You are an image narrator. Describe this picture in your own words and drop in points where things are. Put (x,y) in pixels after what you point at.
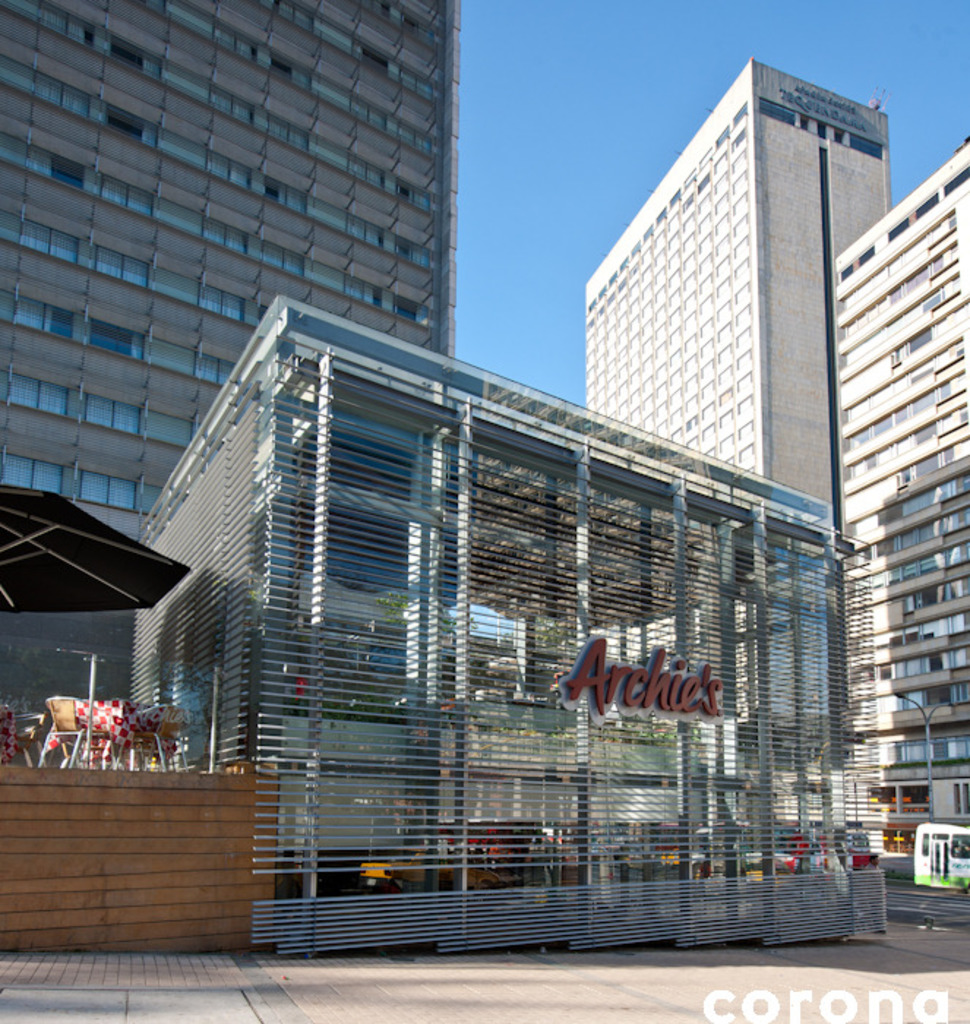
In this image, there are some buildings (648,497). There is a sky (625,204) at the top of the image (548,60).
